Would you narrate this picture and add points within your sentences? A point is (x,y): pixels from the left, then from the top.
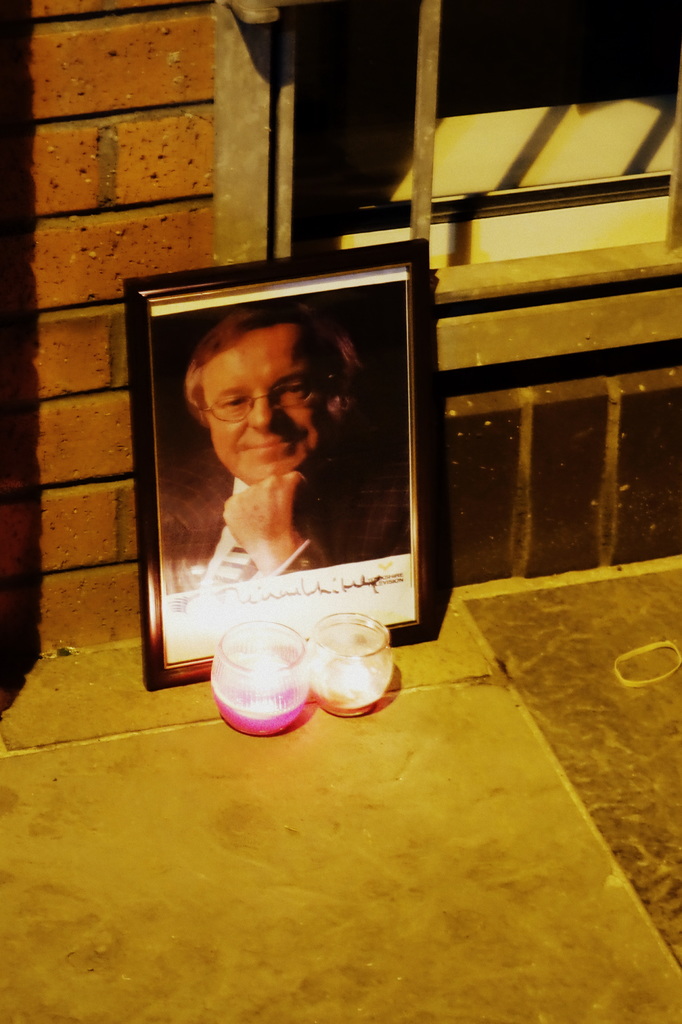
In this image we can see a photo frame (193,509). In the frame (229,603) we can see an image (293,503) of a person (269,521) and some text (257,597). In front of the photo (199,650) there are two glasses (292,669). In the background (116,628), we can see a wall (28,301) and a window (462,149).
